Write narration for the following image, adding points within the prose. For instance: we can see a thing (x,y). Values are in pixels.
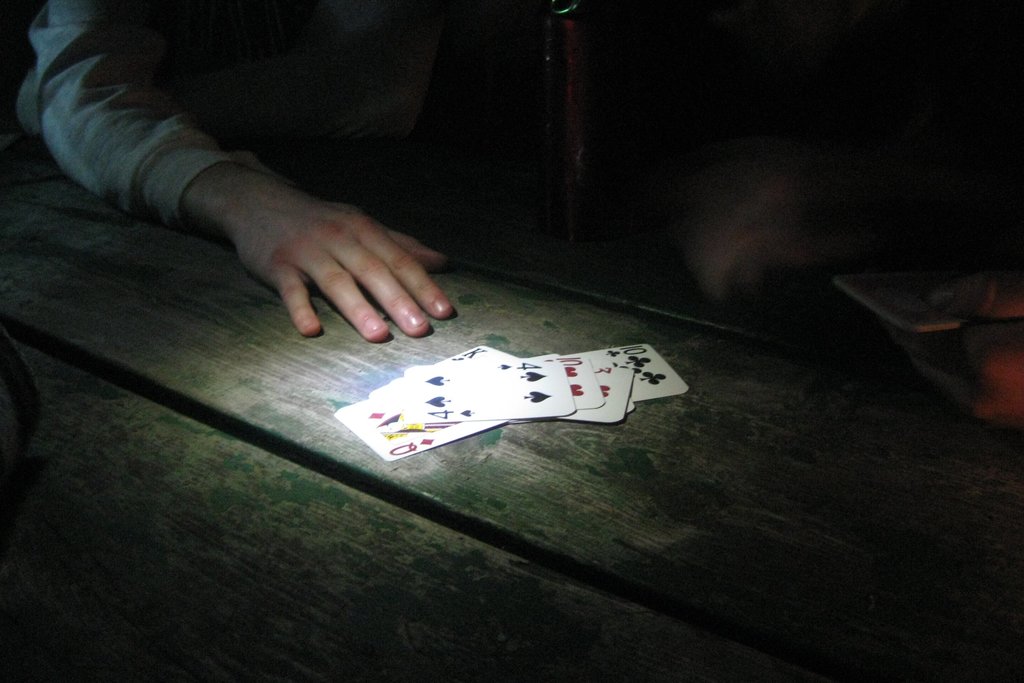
in this picture we can see a table (490,521) in the front (494,516), there are playing cards (432,393) present on the table (558,451), we can see a person (389,77) in the background (357,62).
